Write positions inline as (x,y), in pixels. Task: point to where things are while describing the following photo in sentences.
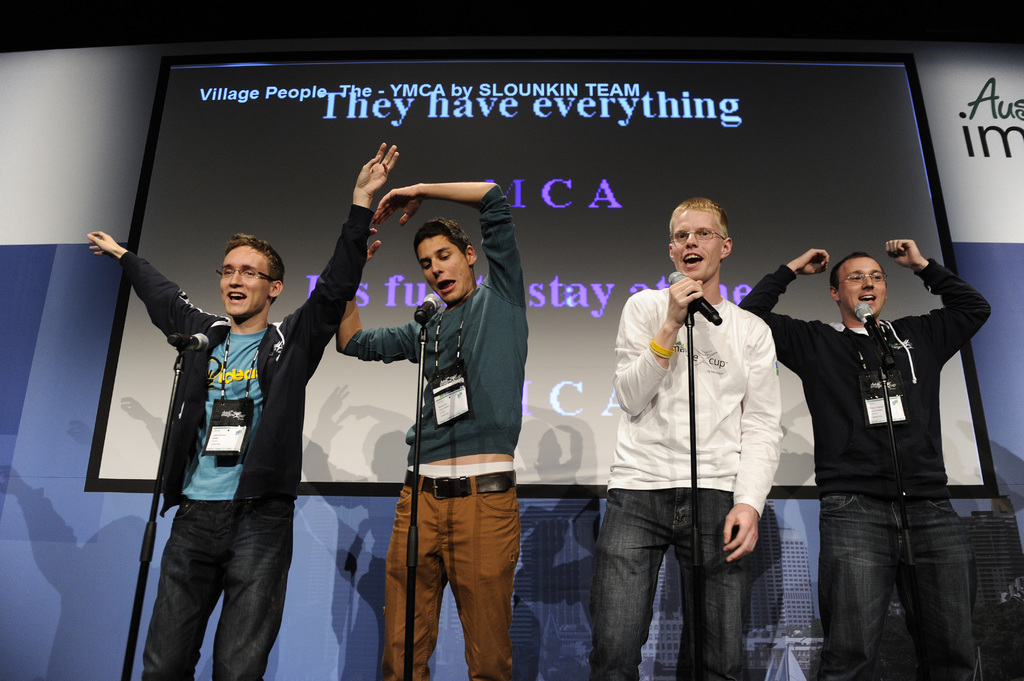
In this image I see 4 men (474,295) who are standing in front of the mics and I see that this man (645,380) is holding the mic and in the background (783,464) I see the screen (394,278) on which there are words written and I see the wall (1019,651) which is of white and blue in color and I see that there are few alphabets (967,148) written over here.
